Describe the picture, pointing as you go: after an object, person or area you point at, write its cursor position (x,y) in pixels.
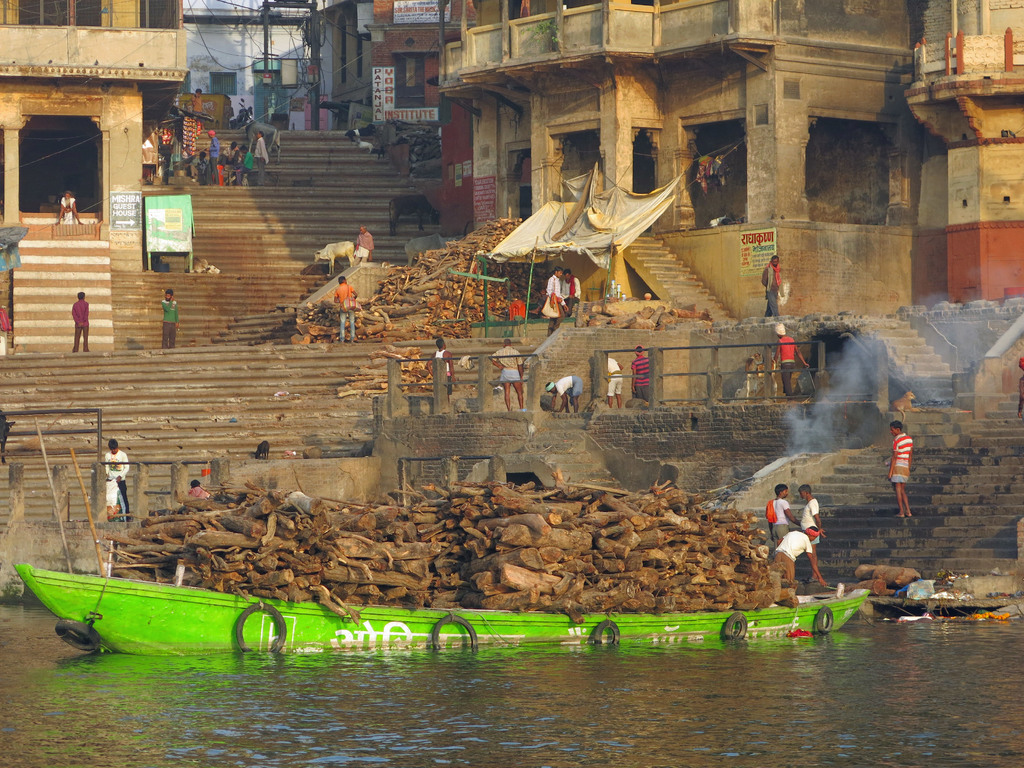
This picture describes about group of people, and a green color boat (451,641) in the water (500,690), and we can see wooden barks (405,575) in the boat (495,631), in the background (103,138) we can find few hoardings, buildings (245,60) and poles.
